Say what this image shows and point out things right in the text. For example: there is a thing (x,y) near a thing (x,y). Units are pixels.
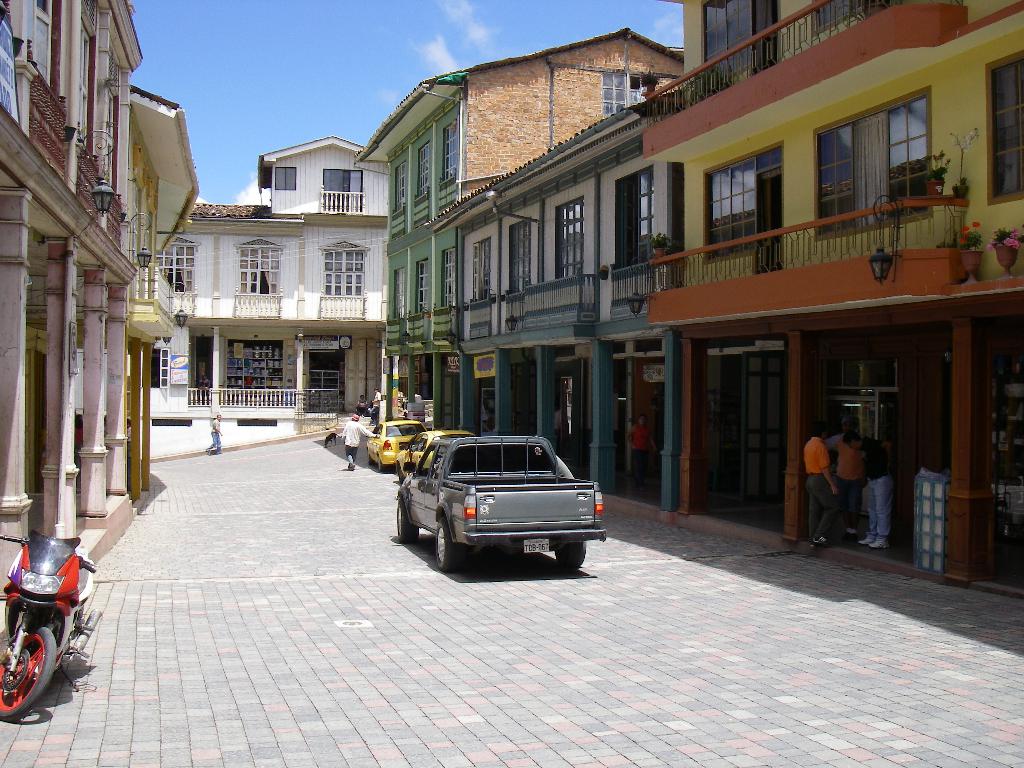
In this image I can see the road (348,620), few vehicles (472,508) on the road (359,519), few persons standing and few buildings (557,319) on both sides of the road (263,524). In the background (364,109) I can see the sky (320,47).
